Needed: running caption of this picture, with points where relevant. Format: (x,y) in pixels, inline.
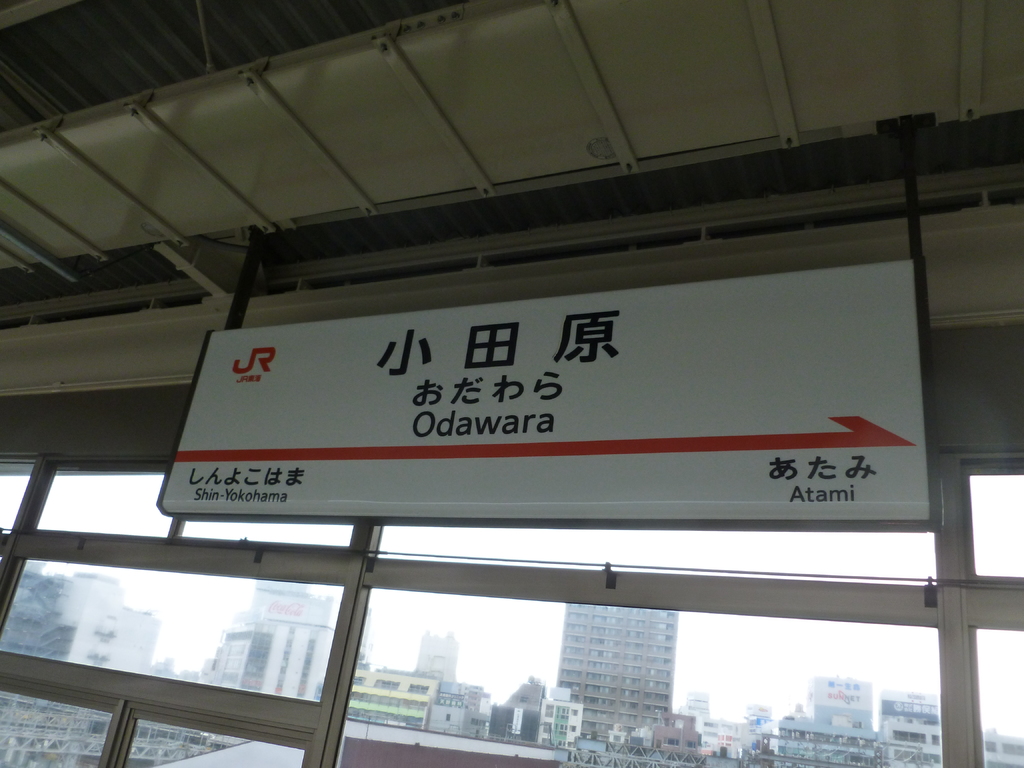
In this picture there is a sign board (485,431) in the center of the image (517,452), there are glass windows (509,653) at the bottom side of the image (372,612) and there is a roof (295,217) at the top side of the image (532,102) and there are buildings (677,745) outside the windows (413,602).
